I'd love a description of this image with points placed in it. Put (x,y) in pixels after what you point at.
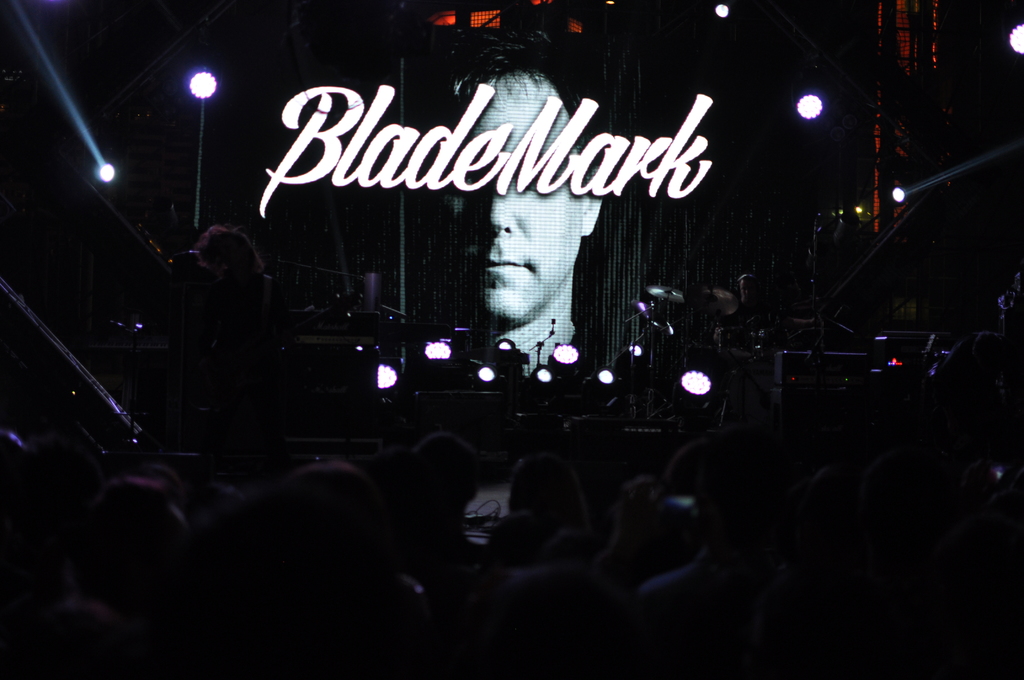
In this image there are lights (379,373) in the middle (479,374). In the background (517,337) there is a screen (584,197). At the bottom (418,564) there are so many spectators (594,553). There is a stage (483,420) in the middle (497,390). On the stage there is a person (735,317) playing the drums (720,334) and musical plates (736,301). At the top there are lights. This image is taken during the night time.
